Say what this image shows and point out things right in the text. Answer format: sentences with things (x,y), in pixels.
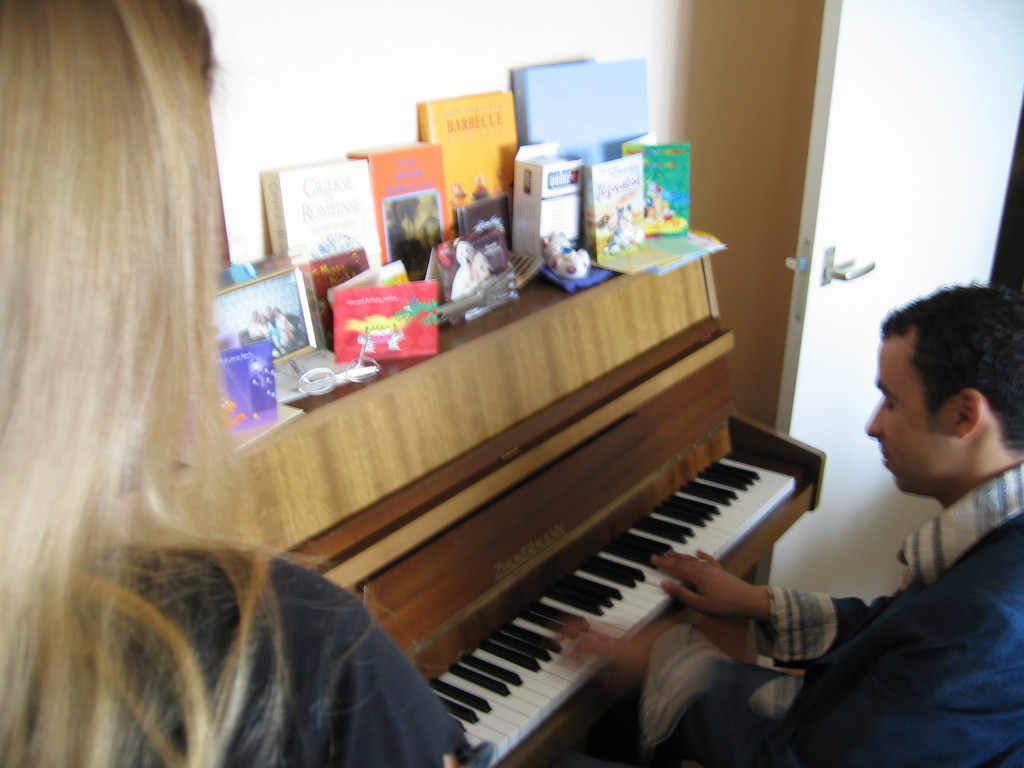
These are the books (602,123), photo frames (256,301) and some objects (514,287) placed on the piano (391,370). Here is a man (802,618) sitting and playing piano (653,594). This is the door (797,279) with a door handle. This is the woman (194,528) standing.
